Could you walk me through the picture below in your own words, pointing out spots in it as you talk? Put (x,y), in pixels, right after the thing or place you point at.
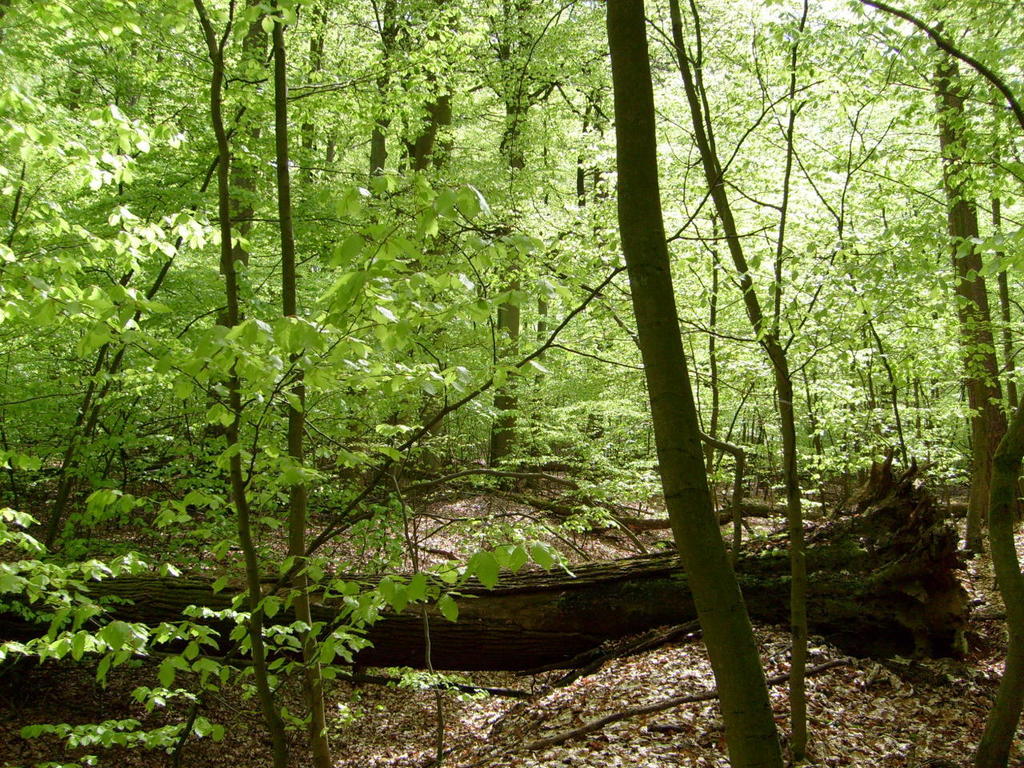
This picture might be taken outside of the city. In this image, we can see some trees (585,506) and plants (78,542). In the middle of the image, we can see a stem (592,632) of a tree (403,646), at the bottom (622,696), we can see a land (655,715) with some leaves (890,705).
